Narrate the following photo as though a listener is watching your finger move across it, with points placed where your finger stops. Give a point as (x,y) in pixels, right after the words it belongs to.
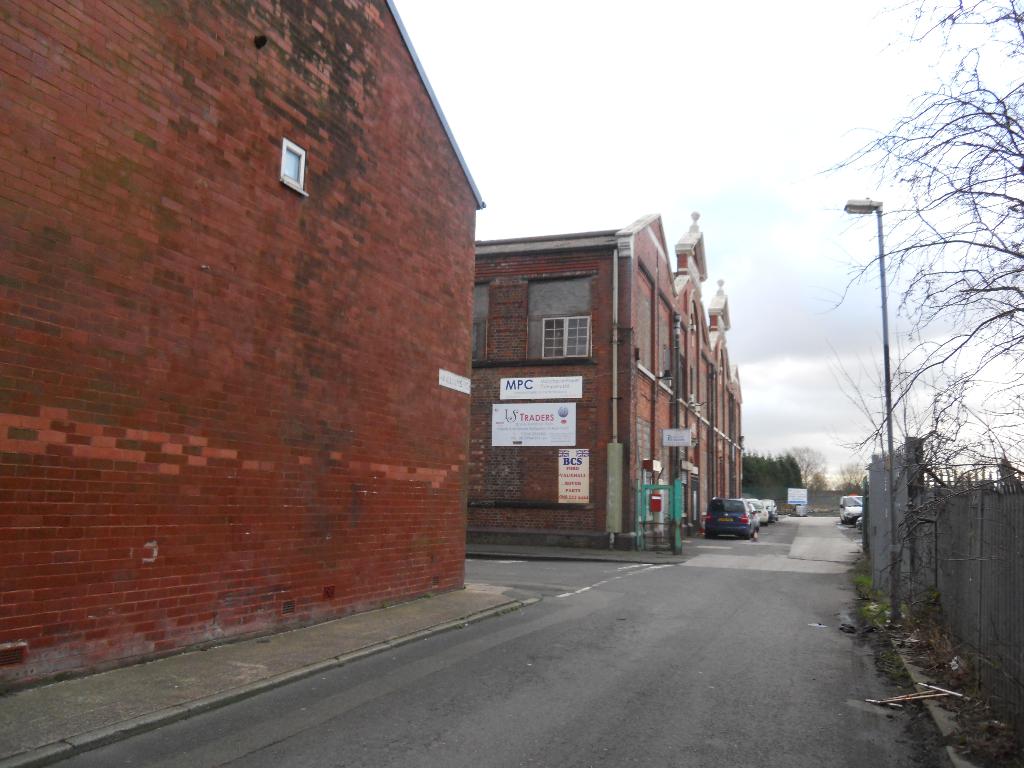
In this picture I can see the road (699,727). I can see the vehicles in the parking space (779,519). I can see trees (815,480). I can see light pole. I can see the buildings (501,452). I can see clouds (809,445) in the sky (811,415).
